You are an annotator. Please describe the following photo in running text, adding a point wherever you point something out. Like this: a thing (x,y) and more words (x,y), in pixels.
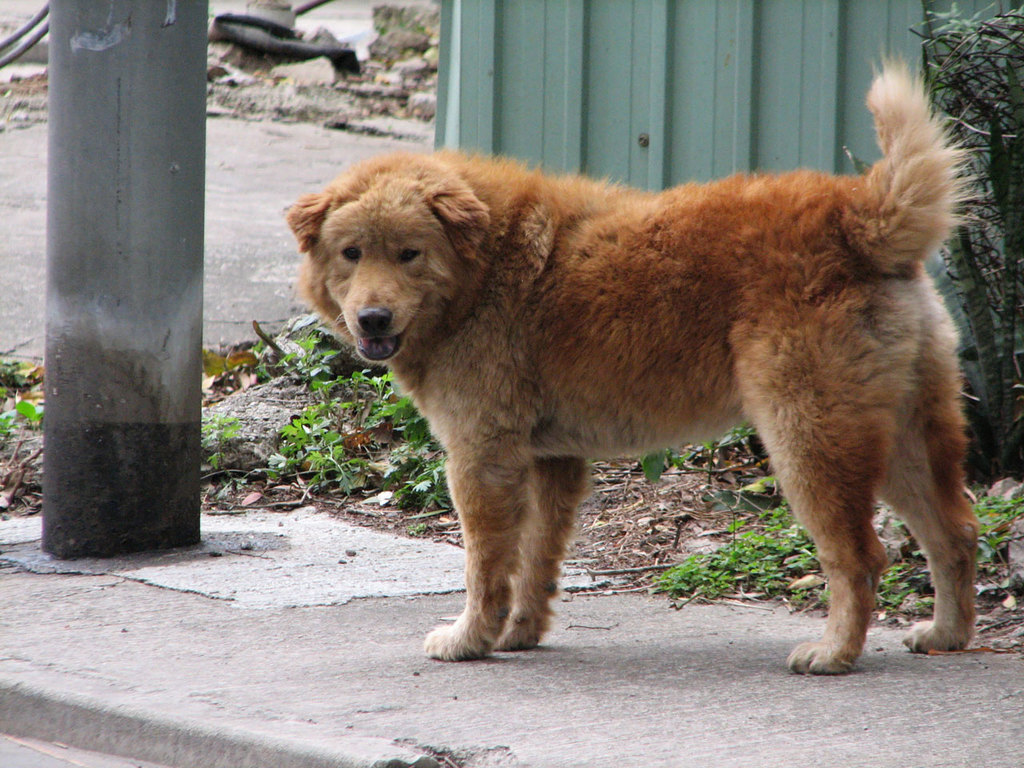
In this image we can see brown color dog (678,369) is standing on the pavement (408,669). Background of the image (817,67), wall (793,48) and metal sheet (702,85) is there and we can see some leaves (344,471) on the land (682,524). On the right side of the image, one plant (974,143) is there.
